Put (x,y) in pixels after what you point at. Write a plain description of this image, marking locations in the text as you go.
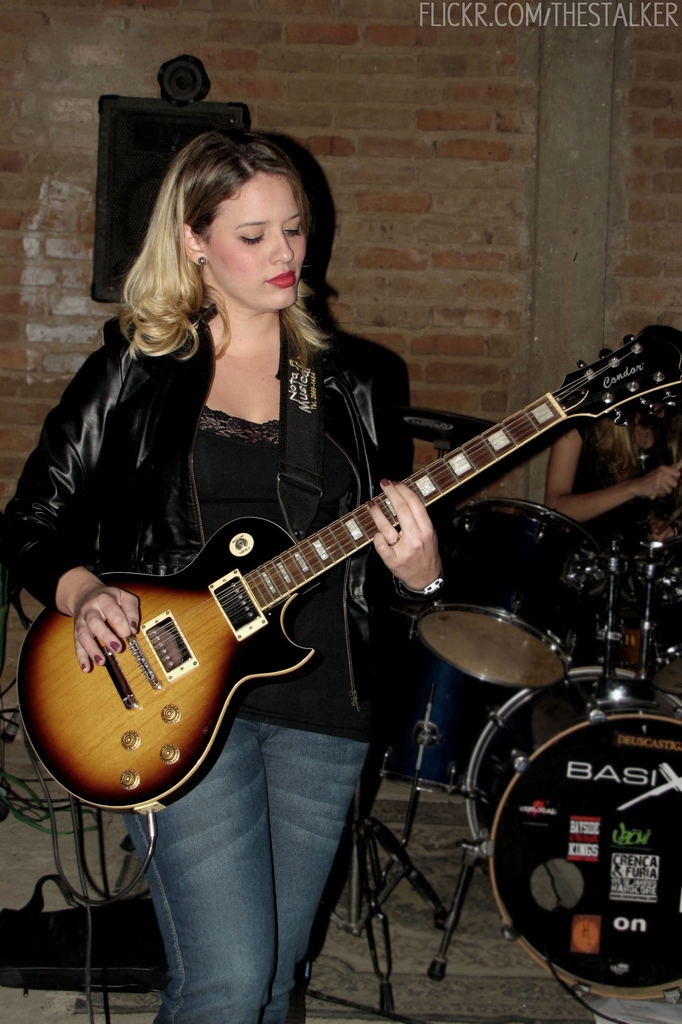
In this image I can see a woman (195,521) wearing black color jacket (143,518), holding guitar (265,602) in her hands (386,532). On the right side of the image (612,511) there is a person (609,489) is playing the drums (612,580). In the background (495,112) I can see a wall (389,130).
